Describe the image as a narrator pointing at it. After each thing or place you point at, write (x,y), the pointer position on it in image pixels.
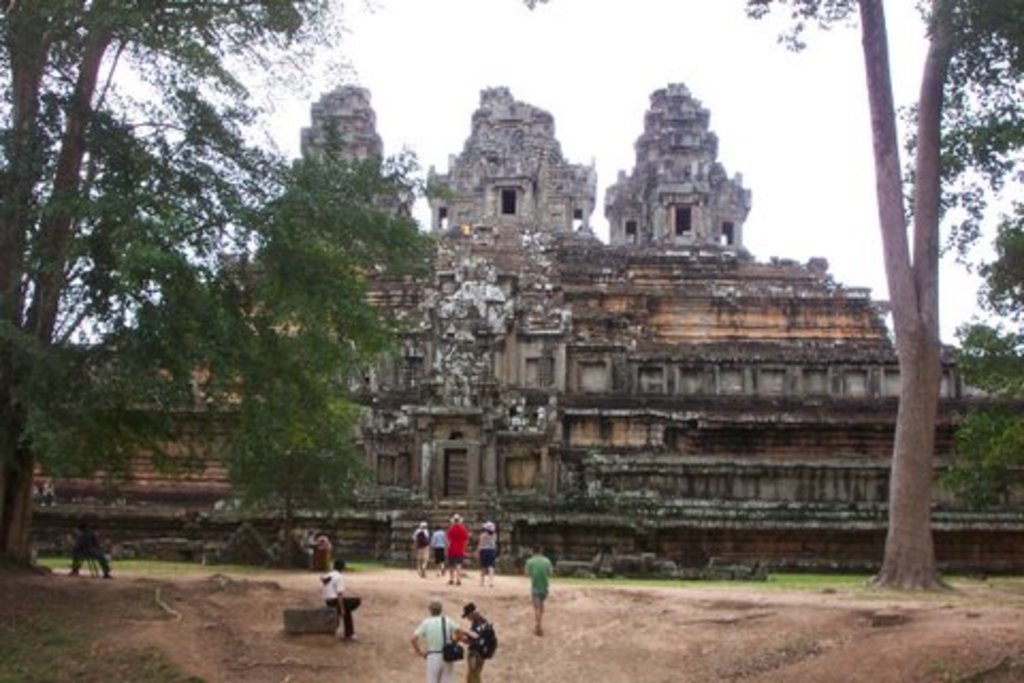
On the left side (147,275), we see the trees (68,294). On the right side (929,264), we see the trees (925,344). At the bottom (732,610), we see the soil (666,633) and two men (470,615) are standing. We see a man (343,599) is sitting on the stone (325,617). In the middle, we see the people (440,544) are walking. In front of them, we see a historical monument (631,412). At the top (477,90), we see the sky (477,90).
